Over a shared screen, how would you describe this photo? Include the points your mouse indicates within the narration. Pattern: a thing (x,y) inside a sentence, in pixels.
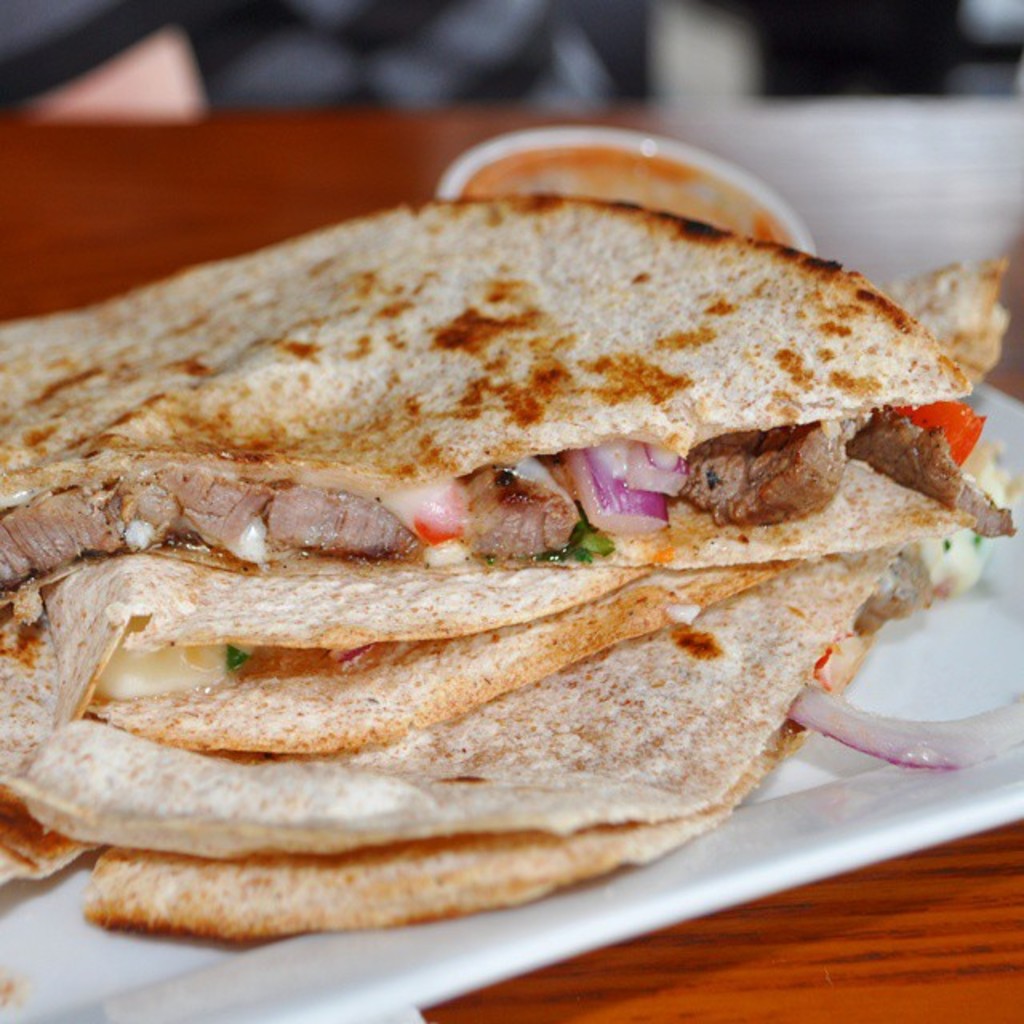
In this picture we can see food (791,574) in the plate (900,676) and we can see blurry background (530,28).
